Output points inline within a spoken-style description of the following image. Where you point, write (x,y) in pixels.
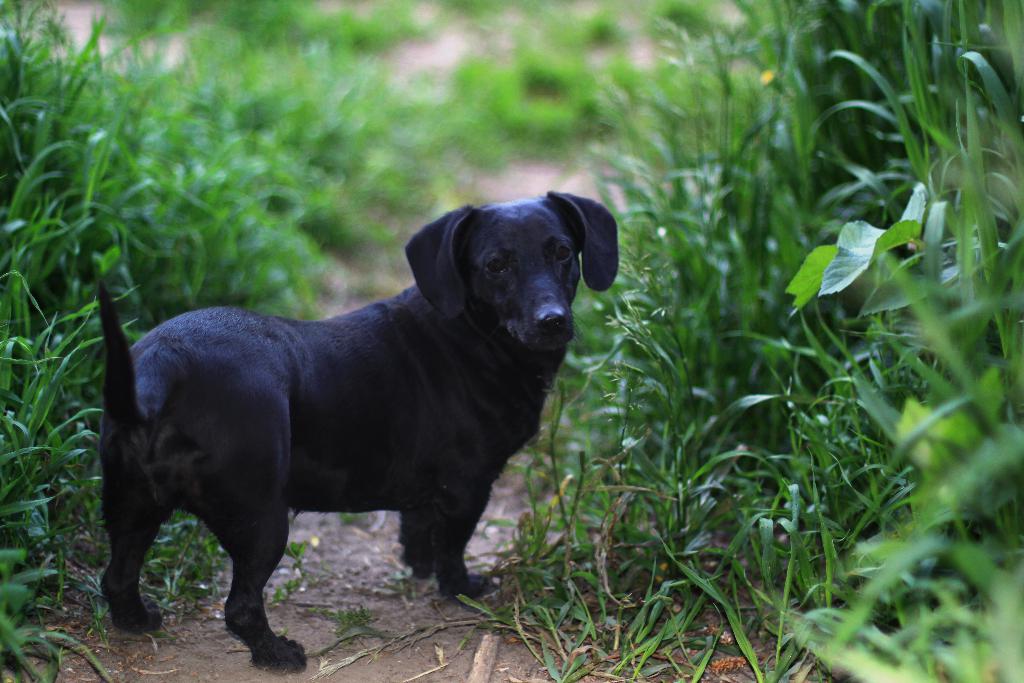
In this image there is a path (352,573), on that path (348,650) there is a dog (421,409), on either side of the path (344,586) there is grass (624,120).
